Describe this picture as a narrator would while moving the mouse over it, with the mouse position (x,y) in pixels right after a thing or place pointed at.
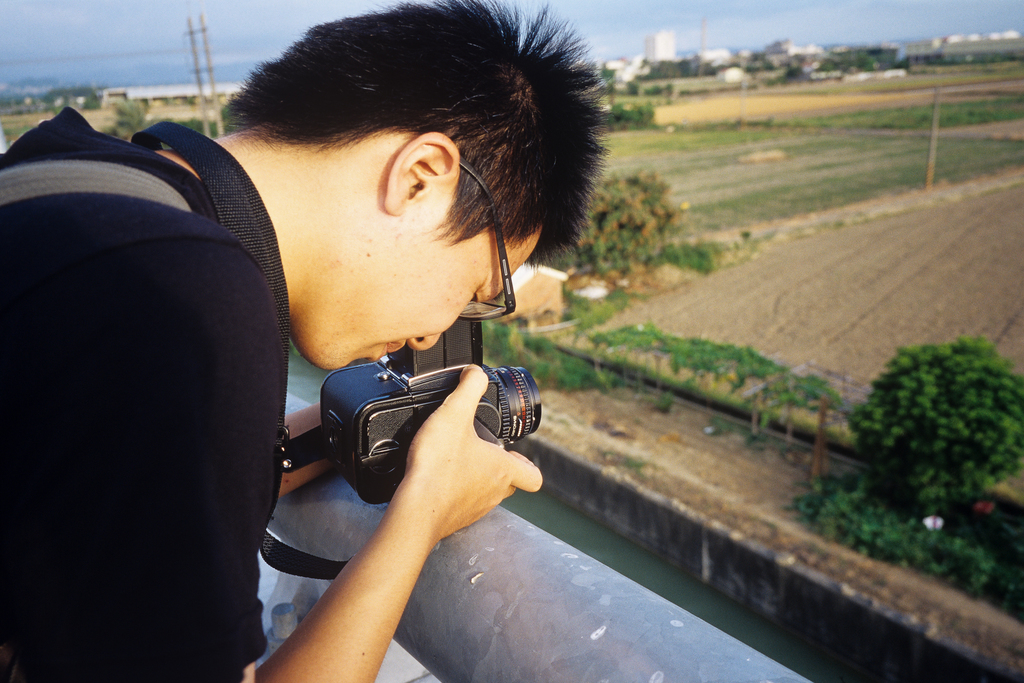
In this image the man (41,355) is standing and looking into the camera (429,389) which is in his hand (445,489). In front of him there are farms (879,170), trees (674,74), water (633,553), buildings (664,48), pole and sky (766,20).
